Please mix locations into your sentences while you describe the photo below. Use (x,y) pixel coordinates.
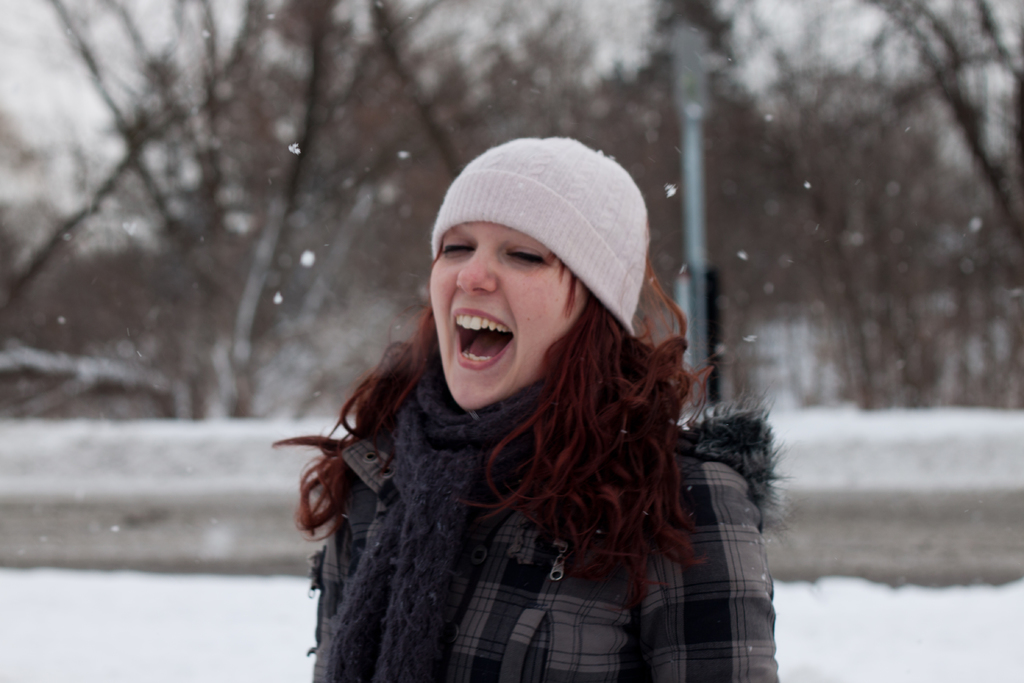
There is a woman (623,362) in a coat (475,597), wearing a white color cap (578,218) and laughing on the snow surface (145,604) of a ground (116,507). In the background (765,310), there is a pole (702,57), there are trees (719,198) and there are clouds (24,42) in the sky (24,44).
